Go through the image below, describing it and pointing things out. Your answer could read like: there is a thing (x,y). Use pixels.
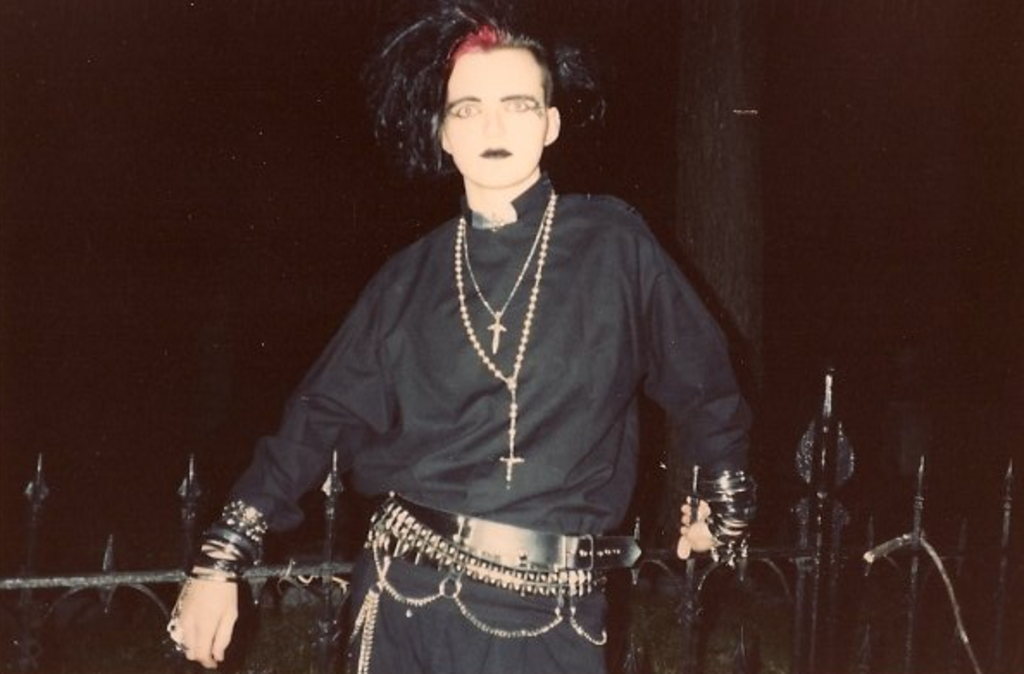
In this image, I can see a person (548,364) standing. These look like the iron grilles (259,587). I think it is a tree trunk (711,206). The background (140,304) looks dark.
